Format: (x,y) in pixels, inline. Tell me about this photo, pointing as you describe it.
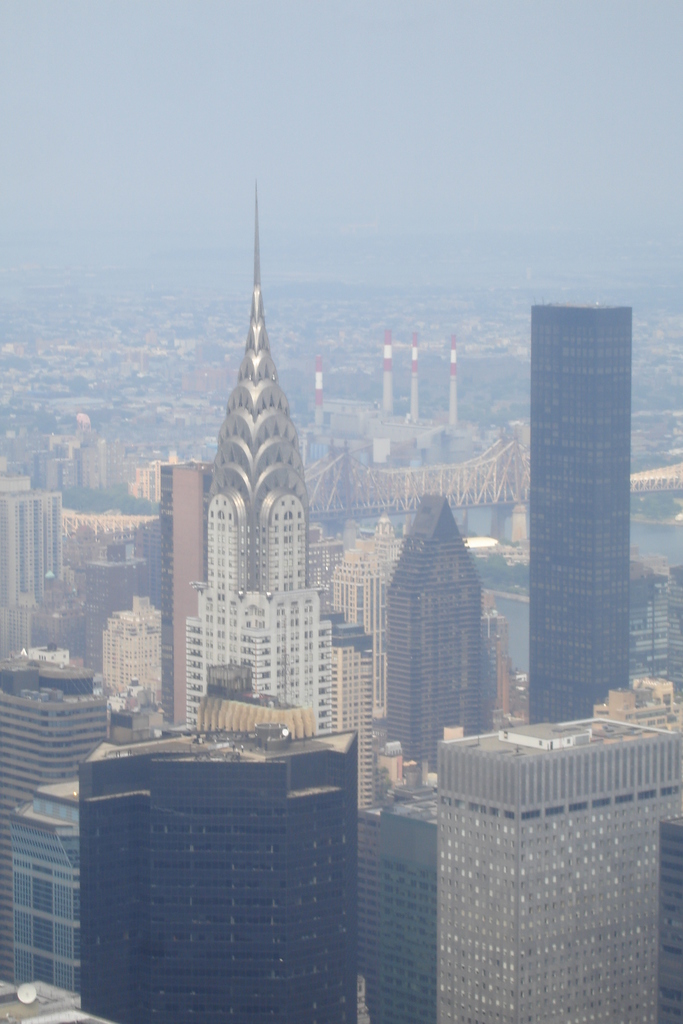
In this image we can see a group of buildings (592,654) with windows (212,1009). In the center of the image (403,490) we can see a bridge (489,492), some towers (454,372) and the water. At the top of the image (386,69) we can see the sky (312,131).
